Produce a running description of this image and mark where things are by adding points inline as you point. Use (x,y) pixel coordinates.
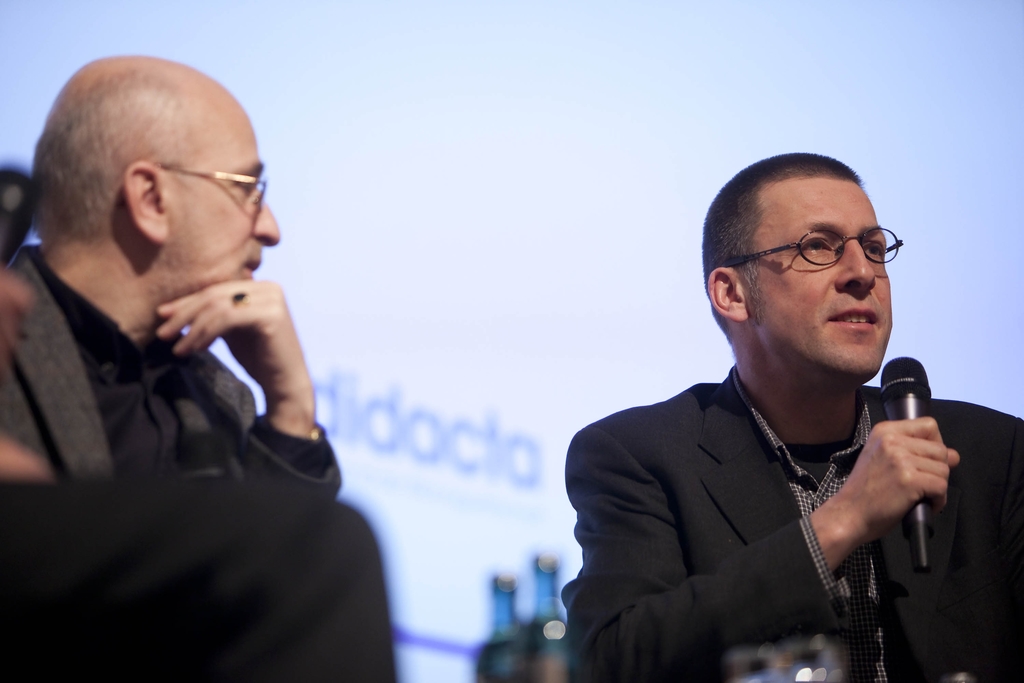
This is the picture taken in a room (260,394), there are two persons (102,419) sitting on chairs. The man (620,550) in black blazer (710,524) was holding microphone (909,397) and explaining something. Behind the people (811,443) there are bottles (555,593) and a screen (571,219).
